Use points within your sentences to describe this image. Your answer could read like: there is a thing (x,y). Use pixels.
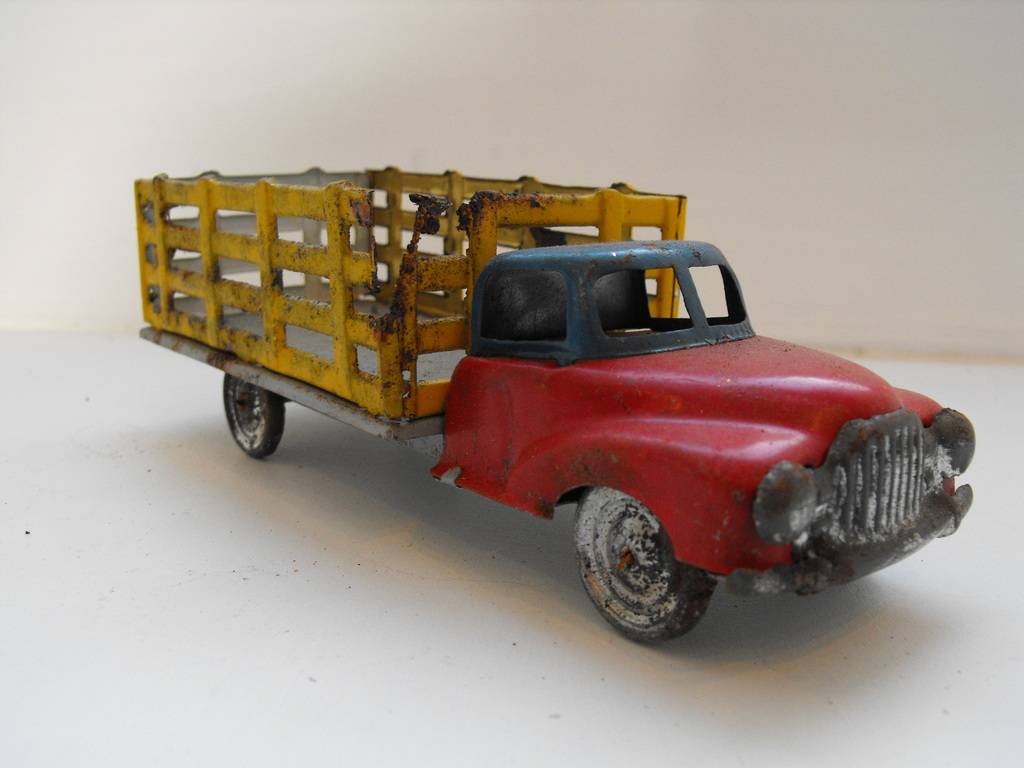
In this picture we can see a toy truck (470,394) in the front (463,321), at the bottom (366,650) there is floor (455,663), we can see a wall (599,93) in the background (602,48).
